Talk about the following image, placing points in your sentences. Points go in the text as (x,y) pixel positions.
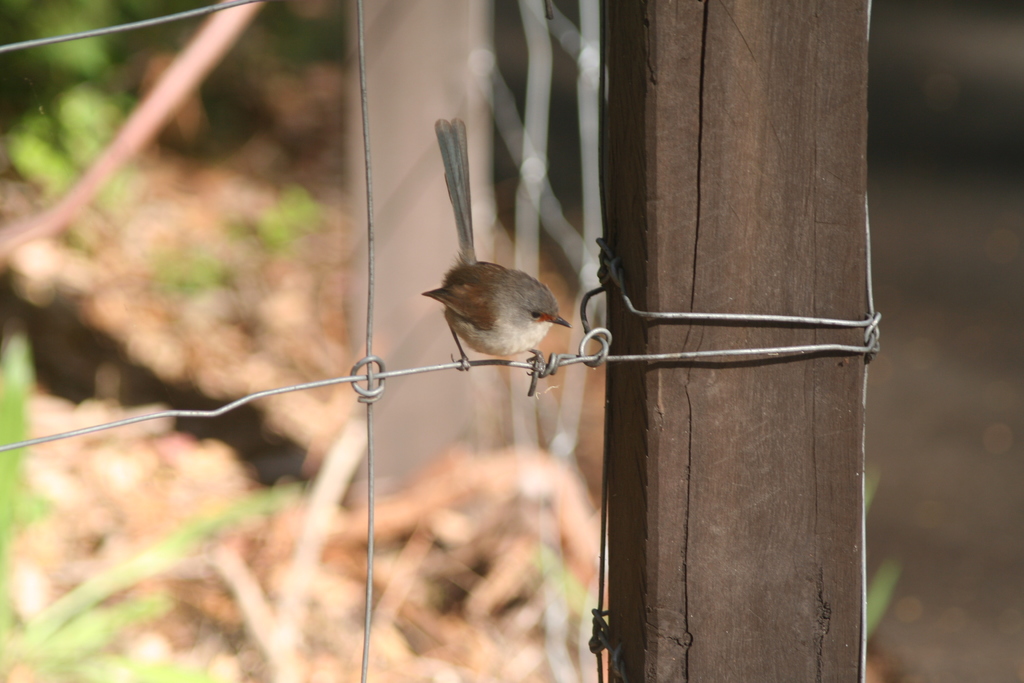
In this picture there is a fairywren (519,318) standing on this steel wire (591,363). On the right (722,241) there is a wood (707,648) and some steel wires (862,619) are connected. On the left (85,634) we can see grass (63,631).
